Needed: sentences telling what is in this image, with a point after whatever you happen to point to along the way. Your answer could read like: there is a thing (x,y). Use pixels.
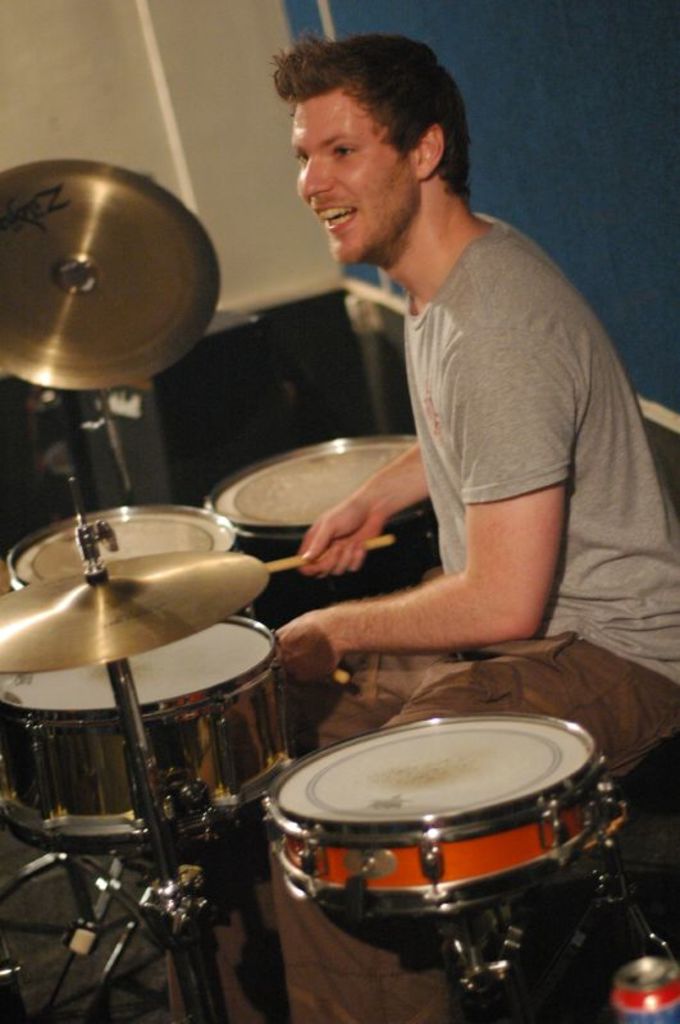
In this image we can see a man (384,97) is sitting and playing drums (314,576). He is wearing grey color t-shirt (578,435) with brown pants (500,693). We can see blue, white and black color wall (247,316) in the background (211,408).
